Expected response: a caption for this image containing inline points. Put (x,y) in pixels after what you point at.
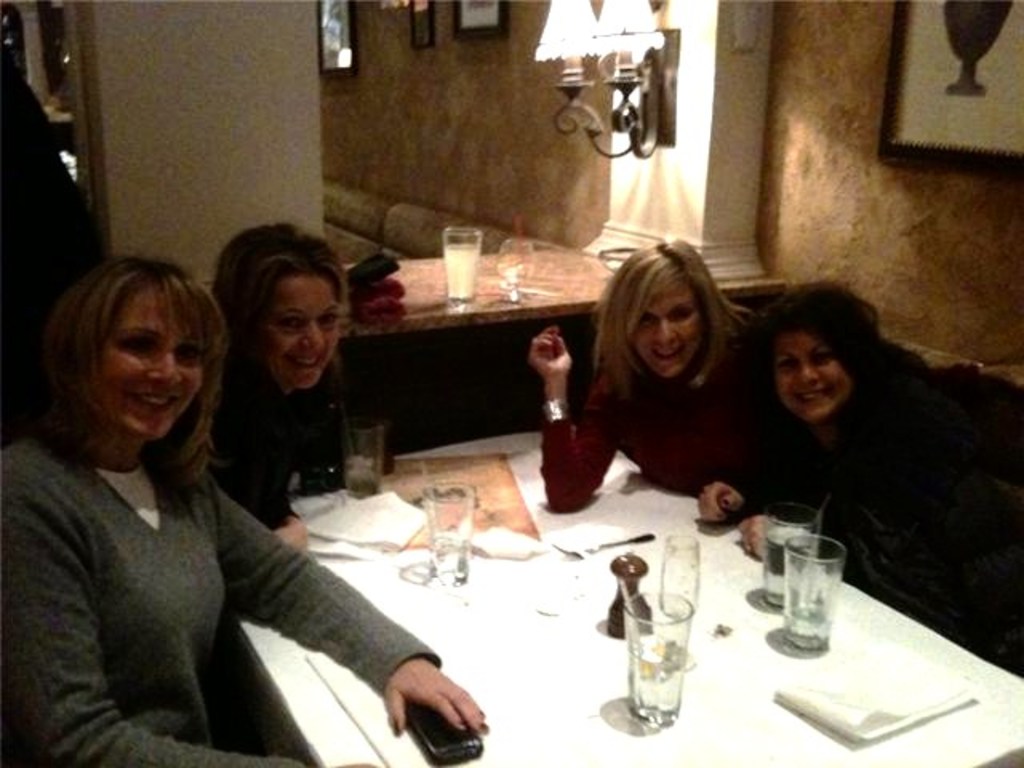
In the image we can see there are people (560,343) who are sitting on chair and in front of them there is a table (581,709) on which there are glasses (359,452).
